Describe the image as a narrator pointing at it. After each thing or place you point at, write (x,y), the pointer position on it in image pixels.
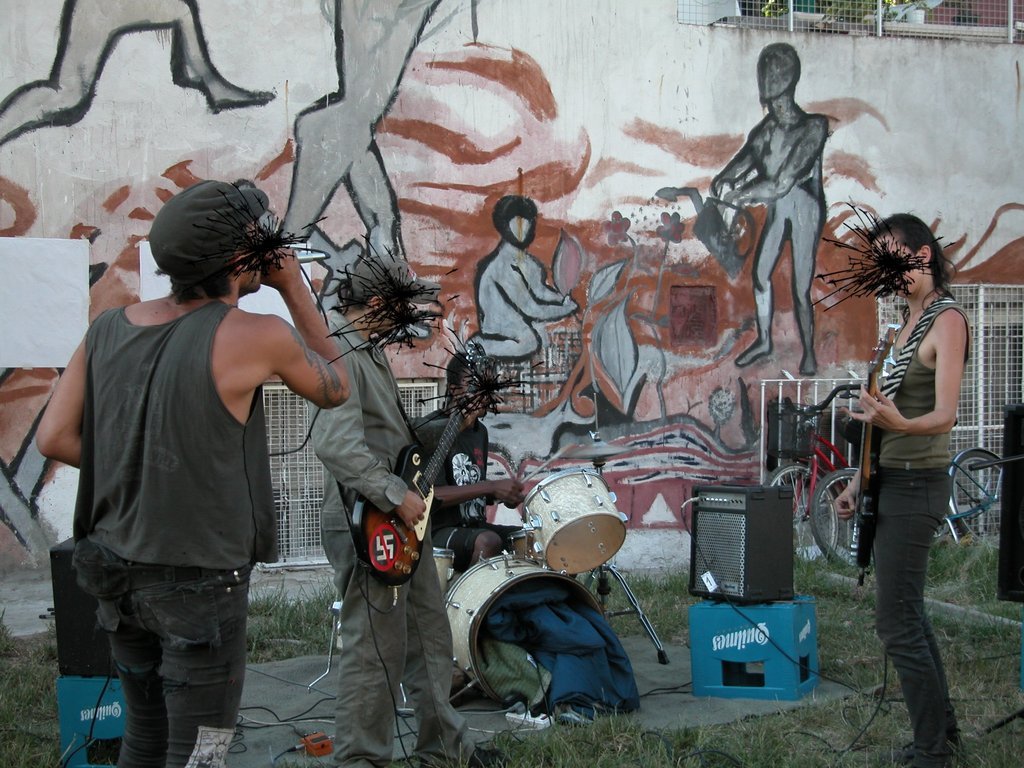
In this picture we can see four people (356,447), musical instruments (574,539), speakers (61,584), clothes (543,642), grass (623,744), bicycles (803,464), mesh (802,19), some objects (803,378) and in the background (326,95) we can see painting (429,45) on the wall (412,234).
